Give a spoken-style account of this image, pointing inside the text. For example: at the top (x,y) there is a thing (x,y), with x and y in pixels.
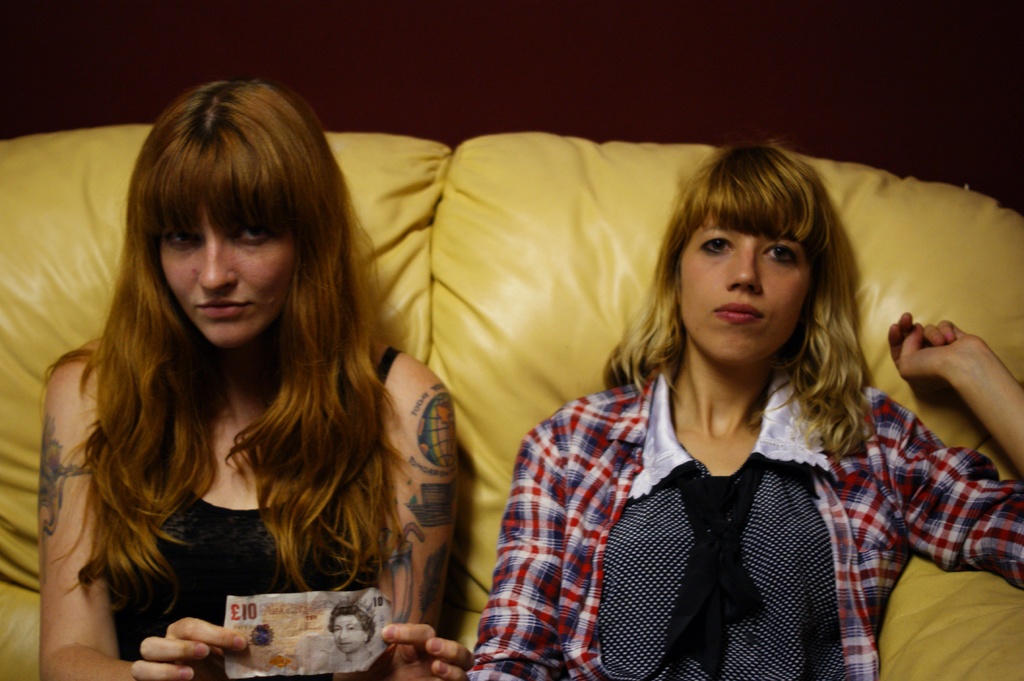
In this picture we can see women (626,431) sitting on a sofa (420,231) which is yellow in color. On the left side (284,679) we can see a woman (394,620) is holding a currency note (287,632) with her hands (226,643).
